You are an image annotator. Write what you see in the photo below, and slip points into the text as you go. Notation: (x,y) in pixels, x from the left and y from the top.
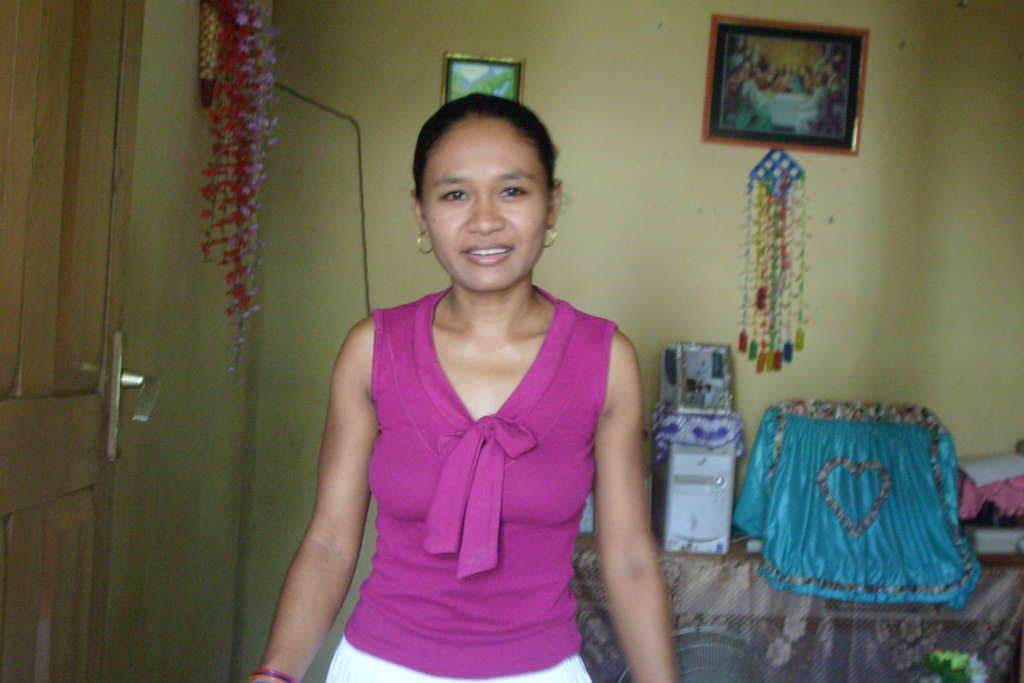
In this image there is a woman (444,394) with a smile on her face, behind the woman (444,394) there is a door (89,407) some photo frames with some objects (234,120) on the wall (580,201) and there is a CPU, a monitor (905,478) and some objects (846,496) on the table (743,611).
